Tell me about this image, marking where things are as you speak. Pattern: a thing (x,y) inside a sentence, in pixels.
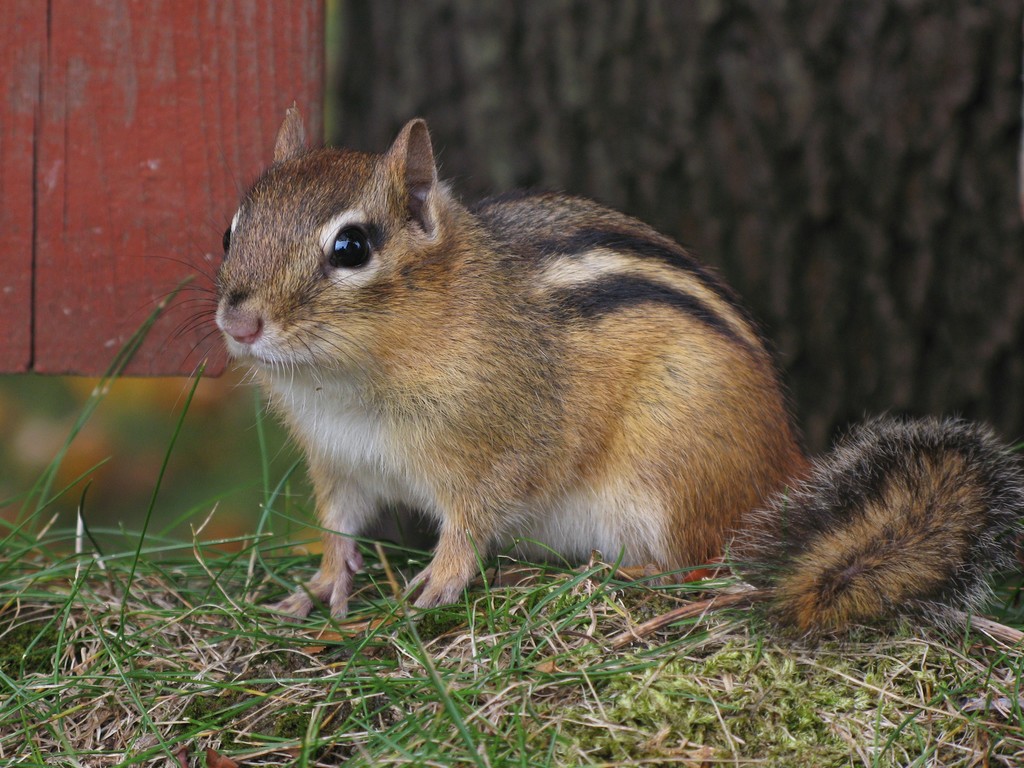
In the center of the image (459,312) we can see squirrel (553,539) on the grass (589,721). In the background (645,152) there is wall (30,354).
